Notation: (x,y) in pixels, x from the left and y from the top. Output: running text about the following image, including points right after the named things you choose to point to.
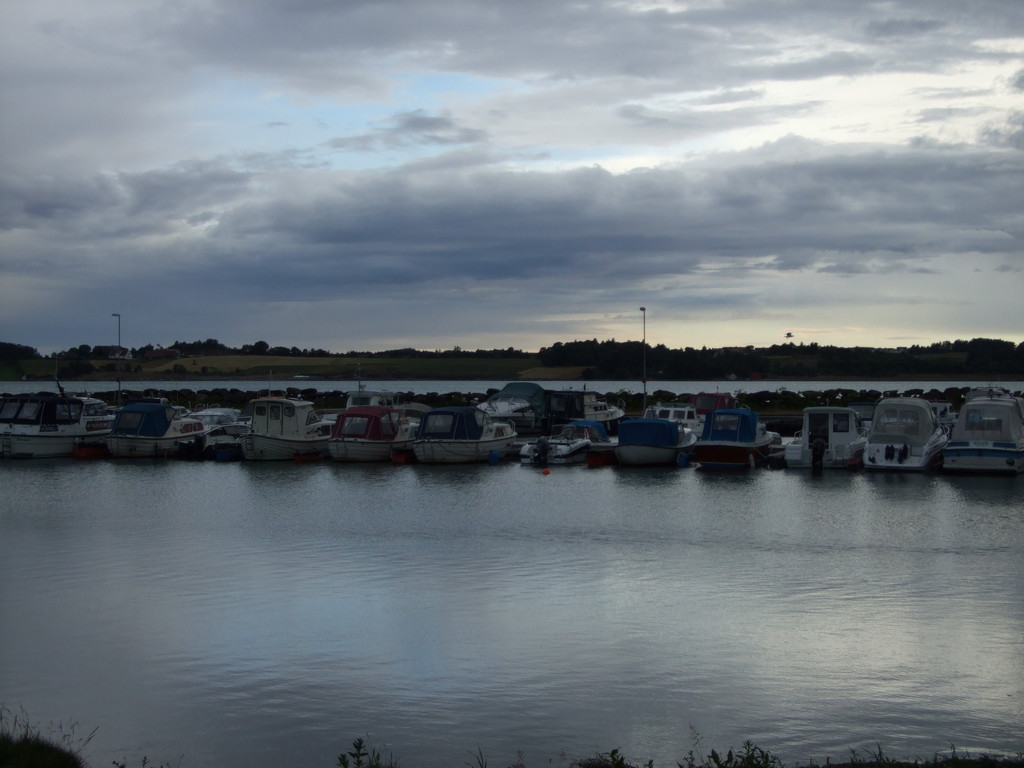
In this picture I can see boats (442,443) on the water (994,706), there are trees (722,350), lights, poles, and in the background (706,163) there is sky (476,122).
